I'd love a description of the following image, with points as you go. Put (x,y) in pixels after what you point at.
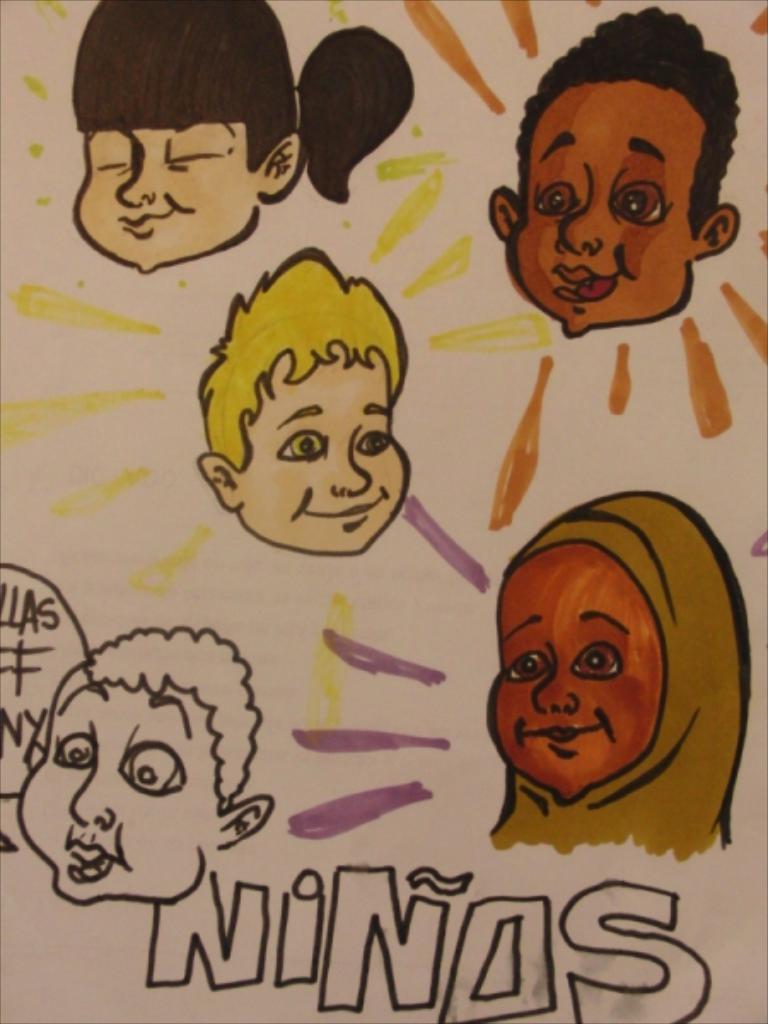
In the image there is a poster (329,630) with cartoon faces (623,145). And also there is some text (640,933) and some designs (461,259) on it.
